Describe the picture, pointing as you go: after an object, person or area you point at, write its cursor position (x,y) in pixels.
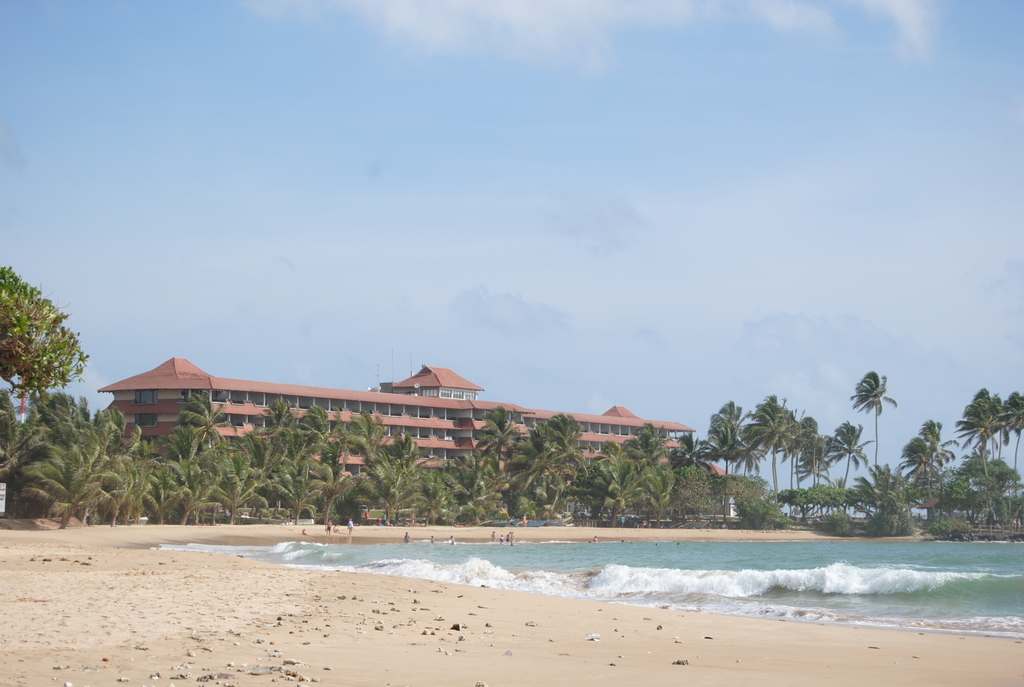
This is a beach (551,604). On the right side (826,569), I can see the water (568,570) and there are few people (336,528). In the background (327,467) there are many trees (323,462) and a building (342,411). at the top of the image (714,212) I can see the sky (498,150).
